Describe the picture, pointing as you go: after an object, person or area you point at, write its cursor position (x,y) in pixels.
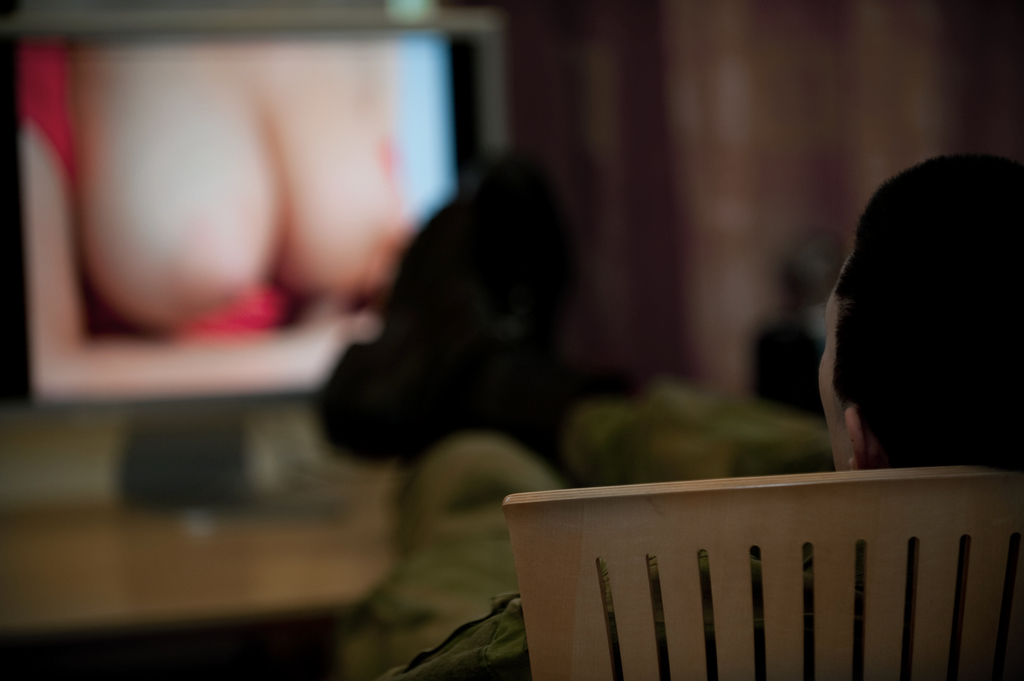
On the right side of the image (869,522) we can see a person (636,456) is seated on the chair (728,484) and we can see blurry background (293,328).
